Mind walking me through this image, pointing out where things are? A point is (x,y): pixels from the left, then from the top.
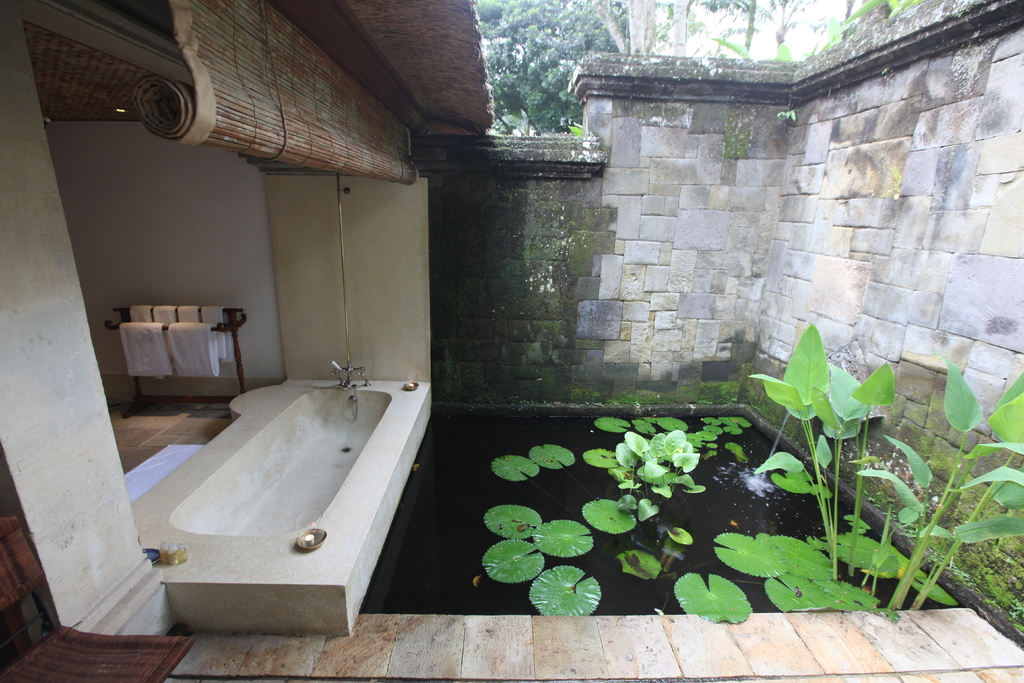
In this image I can see water (586,493) and in it I can see green colour leaves (792,471) and few plants (802,408). I can also see walls (303,275), a bathtub (268,413) and in background (185,353) I can see few white colour clothes (184,327). I can also see number of trees (614,24) in background (598,18).
